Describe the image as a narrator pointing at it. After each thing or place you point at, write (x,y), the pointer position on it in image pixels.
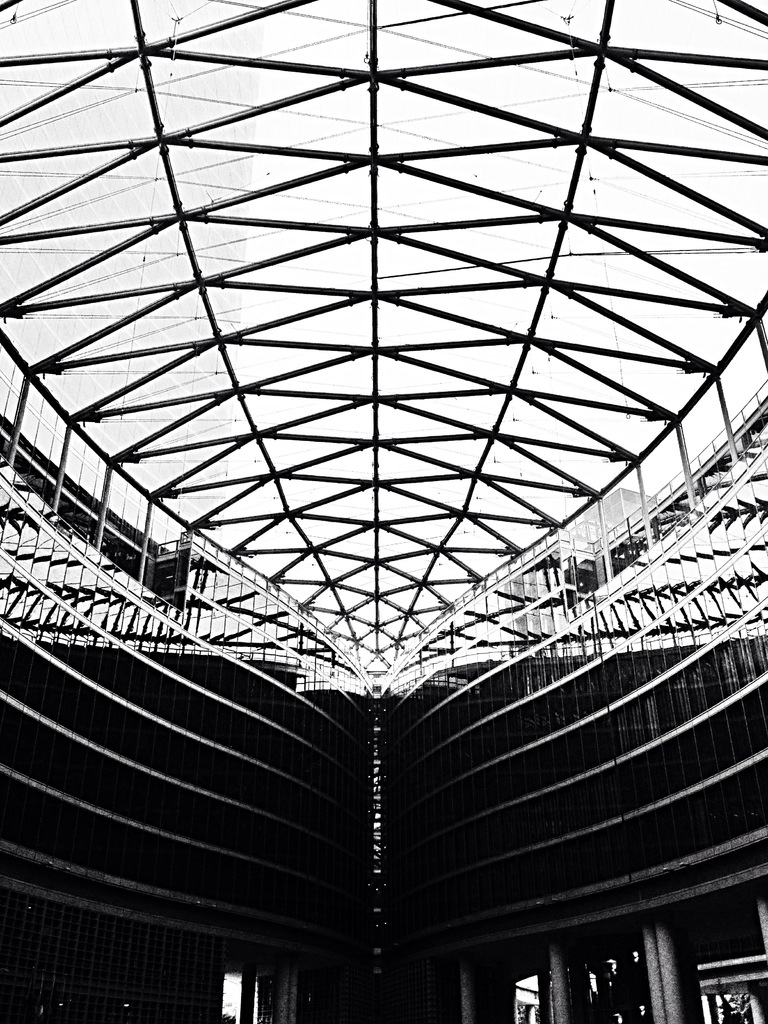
This picture is inside view of a room (302,591). We can see roof (358,611), lights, wall (418,898), pillars (679,977), windows (383,773) are present.
